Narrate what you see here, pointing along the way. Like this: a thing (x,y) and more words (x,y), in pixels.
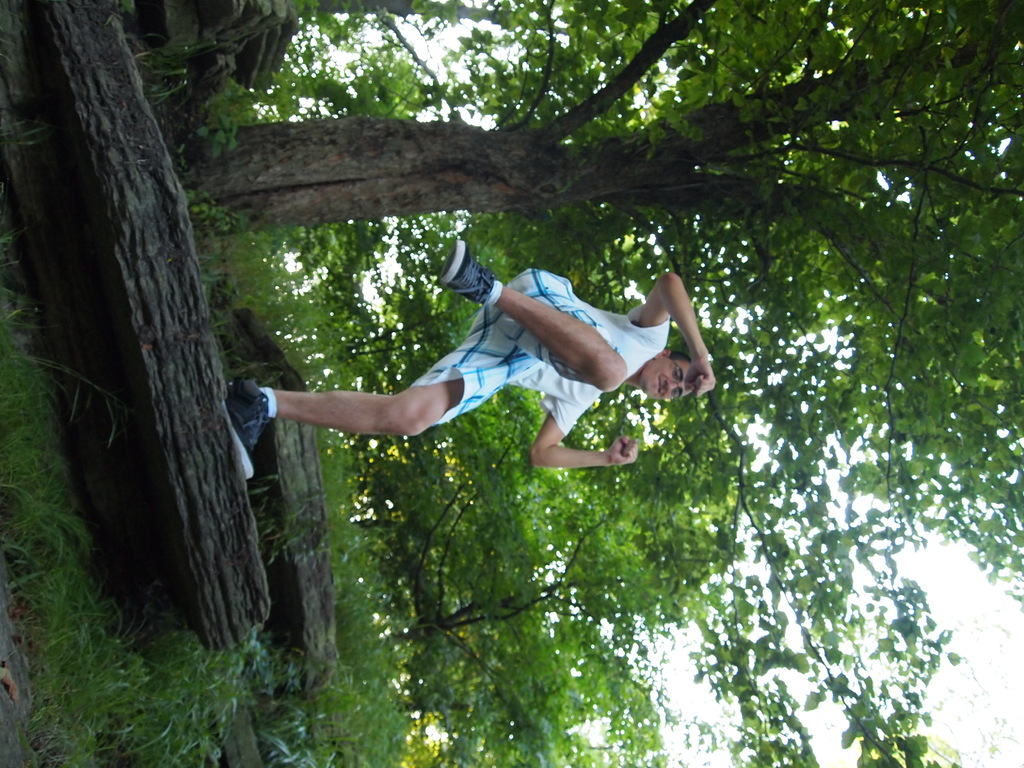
In this image I can see a person (497,352) wearing white and blue colored dress (614,339) is standing. I can see some grass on the ground (142,663) and few trees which are green in color. In the background (998,658) I can see the sky (966,685).
